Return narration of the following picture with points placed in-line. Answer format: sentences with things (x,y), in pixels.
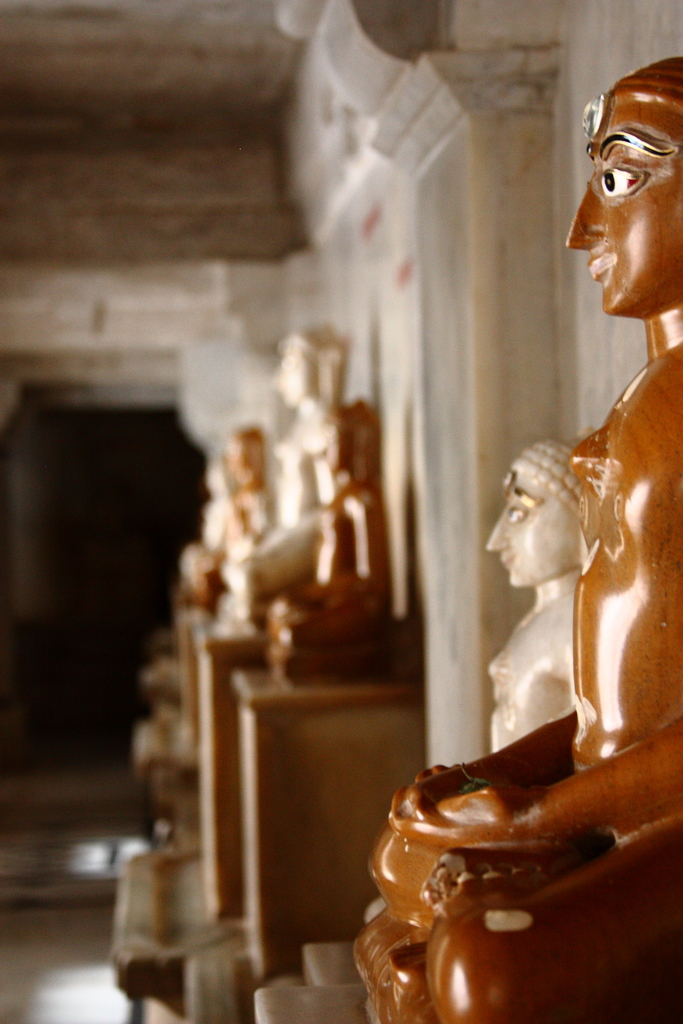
In this image we can see few sculptures (383,566). Behind the sculptures (521,572) we can see a wall (471,325). At the top (152,122) we can see the roof (152,137).
